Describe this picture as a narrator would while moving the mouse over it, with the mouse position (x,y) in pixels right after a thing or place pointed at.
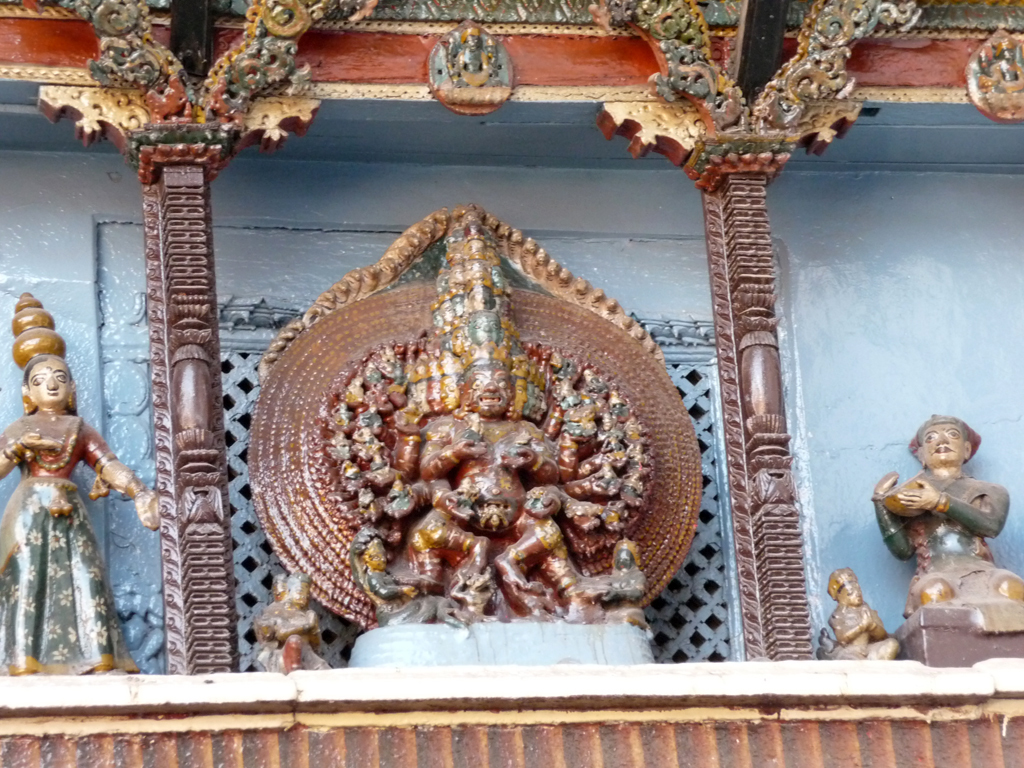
In this image there are so many sculptures (36,600) on the ledge (436,675).
